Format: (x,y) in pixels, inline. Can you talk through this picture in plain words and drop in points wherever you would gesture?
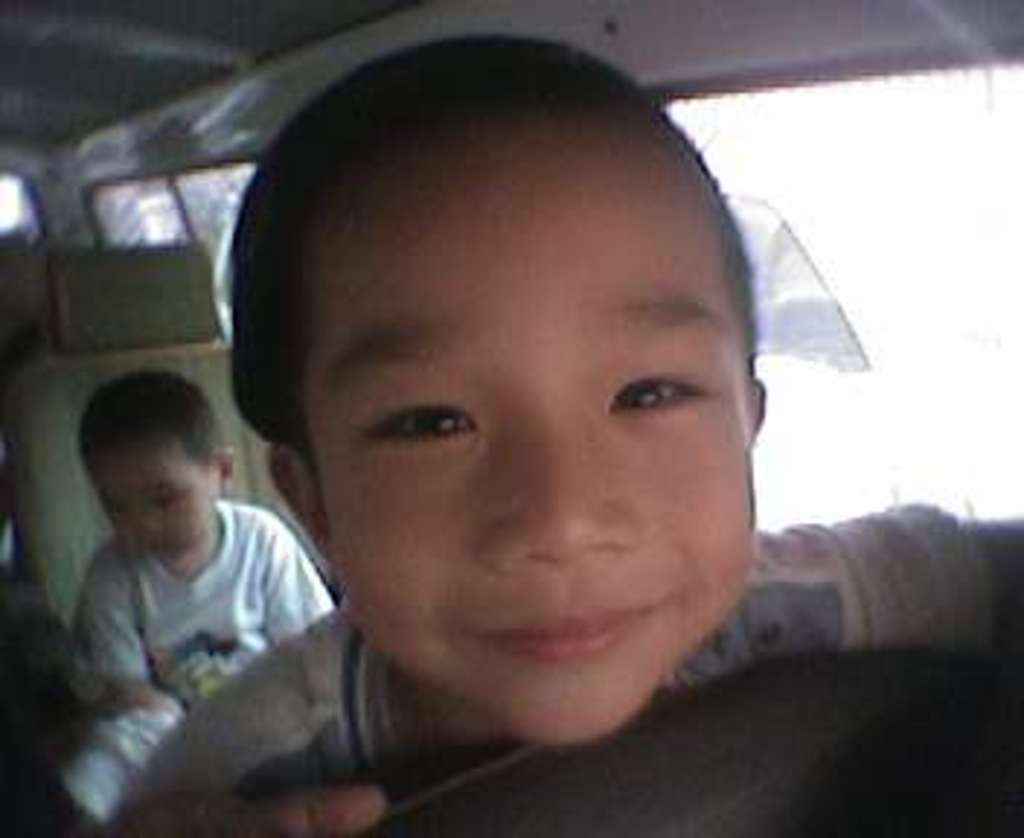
In this image I can see a boy (650,581) is smiling, it looks like an inside part of a vehicle (157,305).
